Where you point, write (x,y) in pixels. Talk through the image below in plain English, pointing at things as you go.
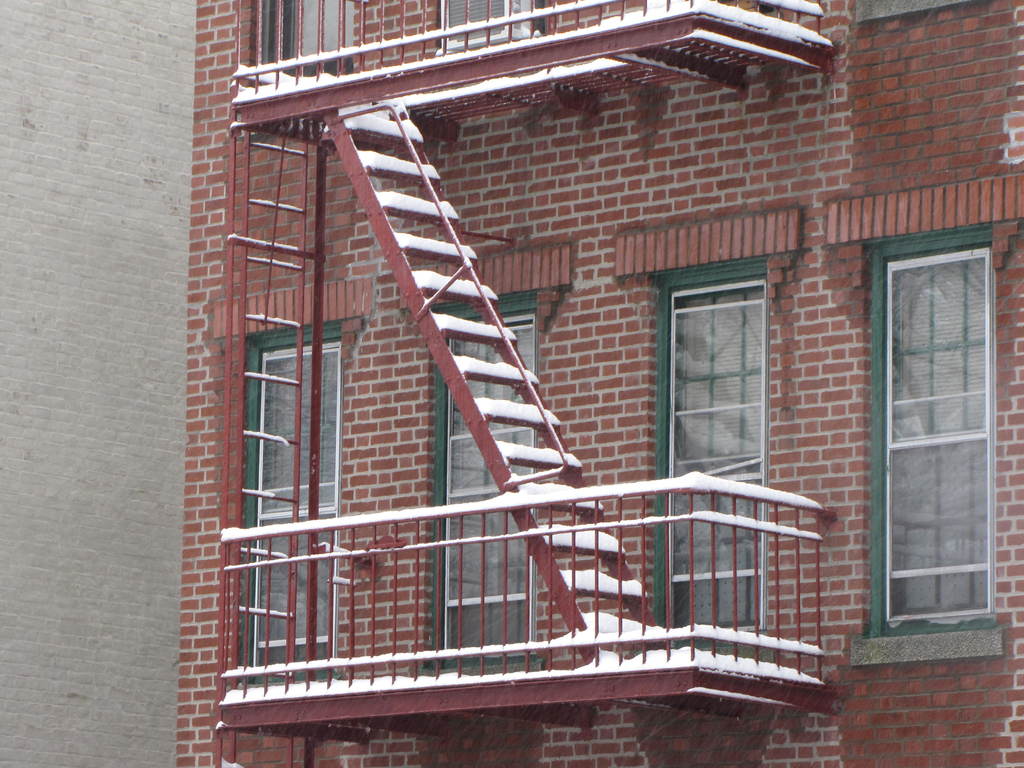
In the center of the image (423,422) there is a building (365,226), brick wall (645,199), steps (537,503), windows (511,437) and railings (474,630).
